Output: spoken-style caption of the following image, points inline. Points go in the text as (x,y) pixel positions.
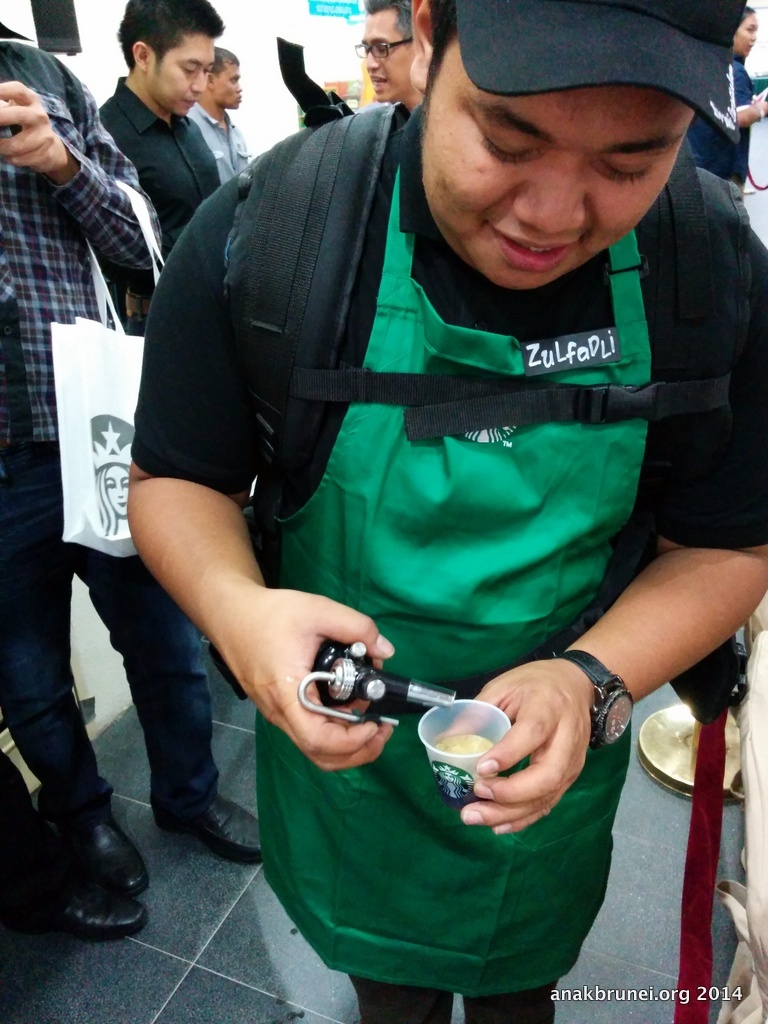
In this picture I can see a man (373,340) in front (360,313) who is wearing black and green color dress (329,531) and I see that he is holding a cup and other thing (377,678) in his hands (535,784). In the background (10,263) I can see few people (33,288) who are standing and the man (66,228) on the left (112,346) is carrying a bag (86,341). On the right bottom corner of this picture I can see the watermark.
